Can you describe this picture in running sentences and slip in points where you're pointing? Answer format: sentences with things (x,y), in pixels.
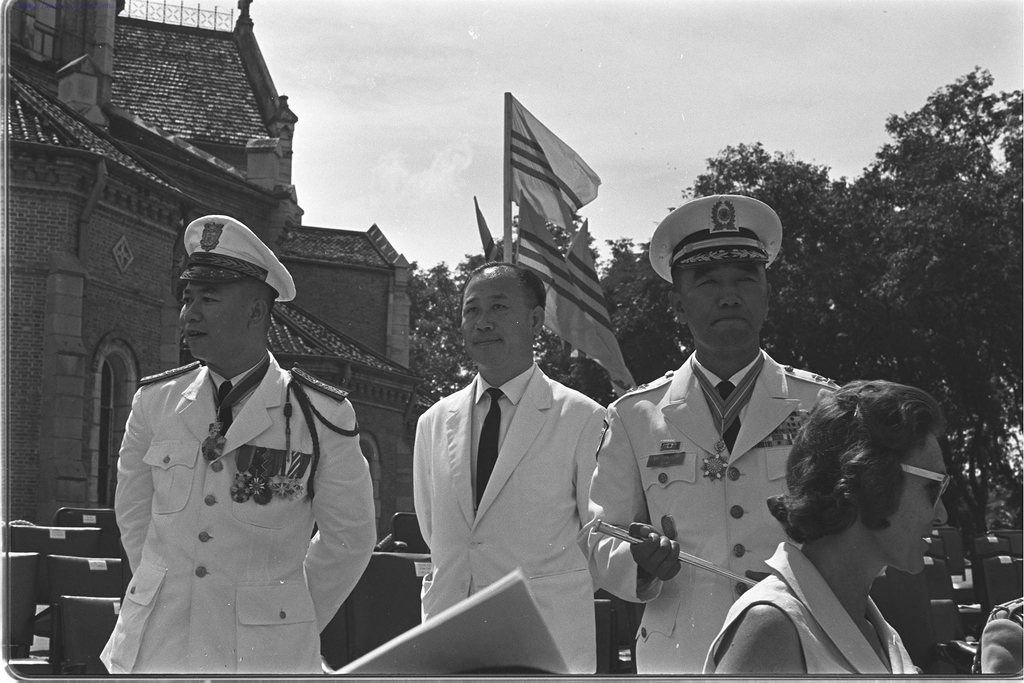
In this image we can see there are persons (680,456) standing and holding a stick (713,572). At the back (811,143) there are chairs (69,530), trees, flags (488,220), building (269,229) and the sky (679,20).
